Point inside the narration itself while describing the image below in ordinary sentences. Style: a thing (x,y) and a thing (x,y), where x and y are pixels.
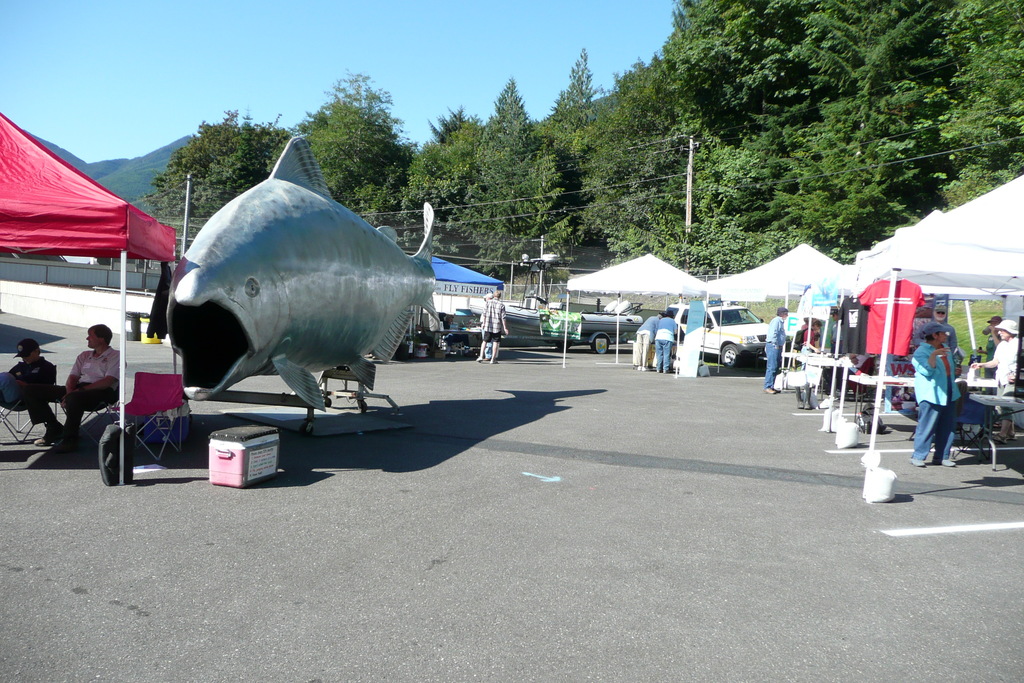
This image is clicked on the roads (615,550). There are many people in this image. In the front (62,234), there are tents (653,294). In the middle (348,331), there is an artificial fish (336,342). In the background (556,187), there are trees (248,161) and mountains (151,157). At the top (231,59), there is a sky (105,156).
